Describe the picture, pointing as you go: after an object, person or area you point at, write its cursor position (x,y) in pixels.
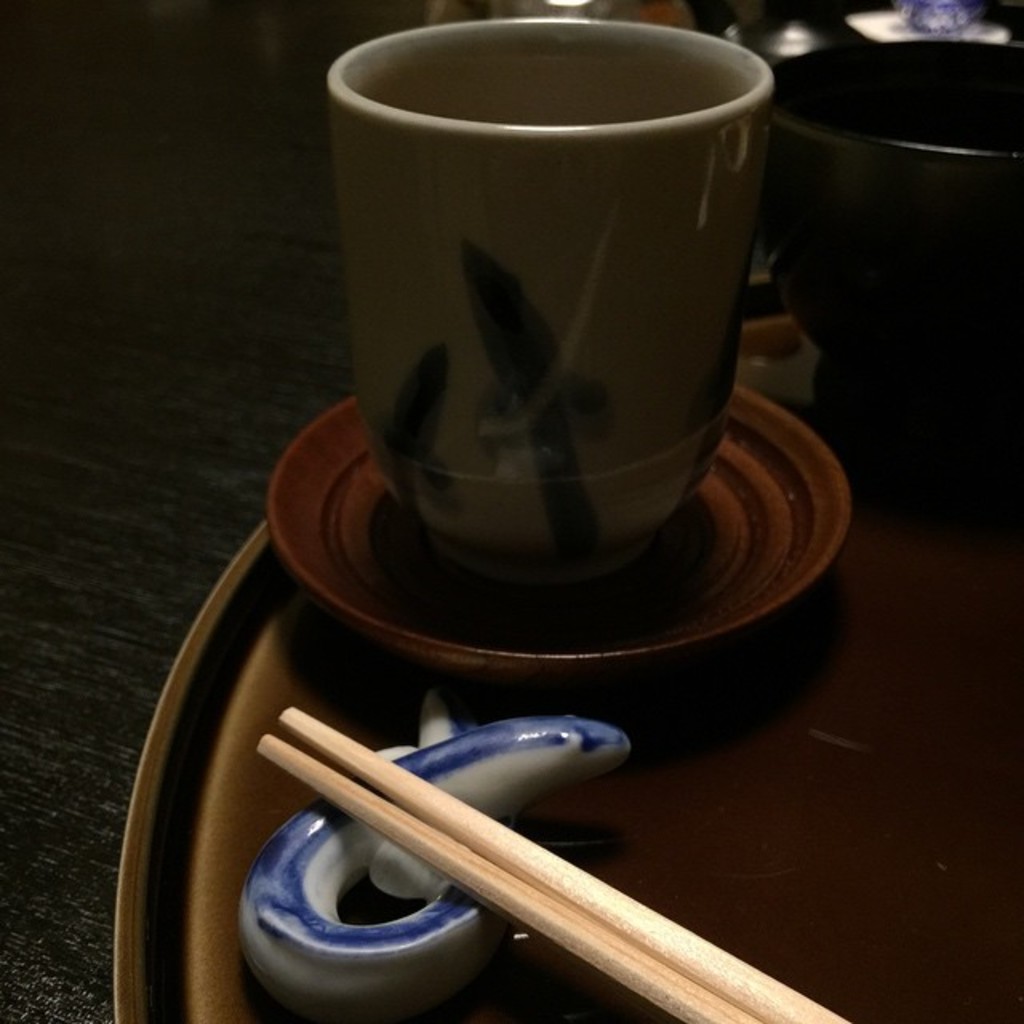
In the picture we can see a cup (637,302), saucer (325,426), on the plate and in the plate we can see two chopsticks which is placed on the table (51,530).
